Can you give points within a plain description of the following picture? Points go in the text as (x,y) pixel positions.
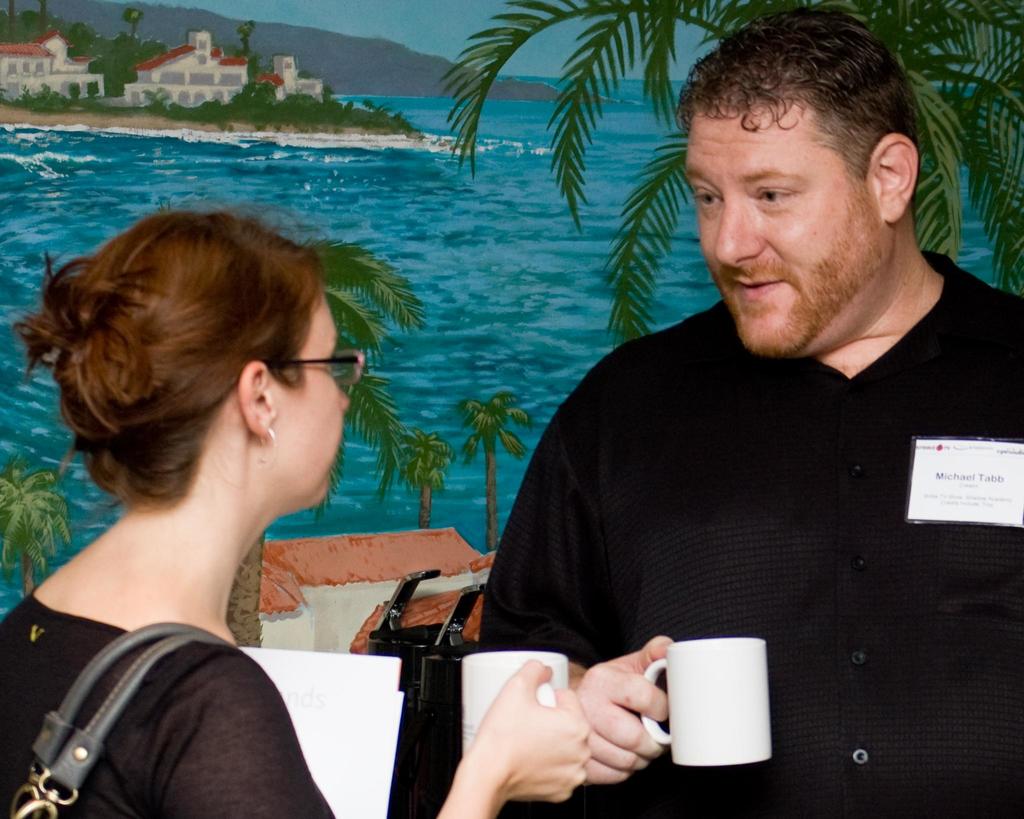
In this picture we can see a man (620,447) and woman (233,445) holding cups (494,683) in one hand (620,696) and this woman (506,708) is carrying papers (344,749) in other hand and in the background (274,629) we can see buildings (209,85), trees (320,123), water (493,240), mountain (371,53), sky (444,48) and this is a poster (358,178).
